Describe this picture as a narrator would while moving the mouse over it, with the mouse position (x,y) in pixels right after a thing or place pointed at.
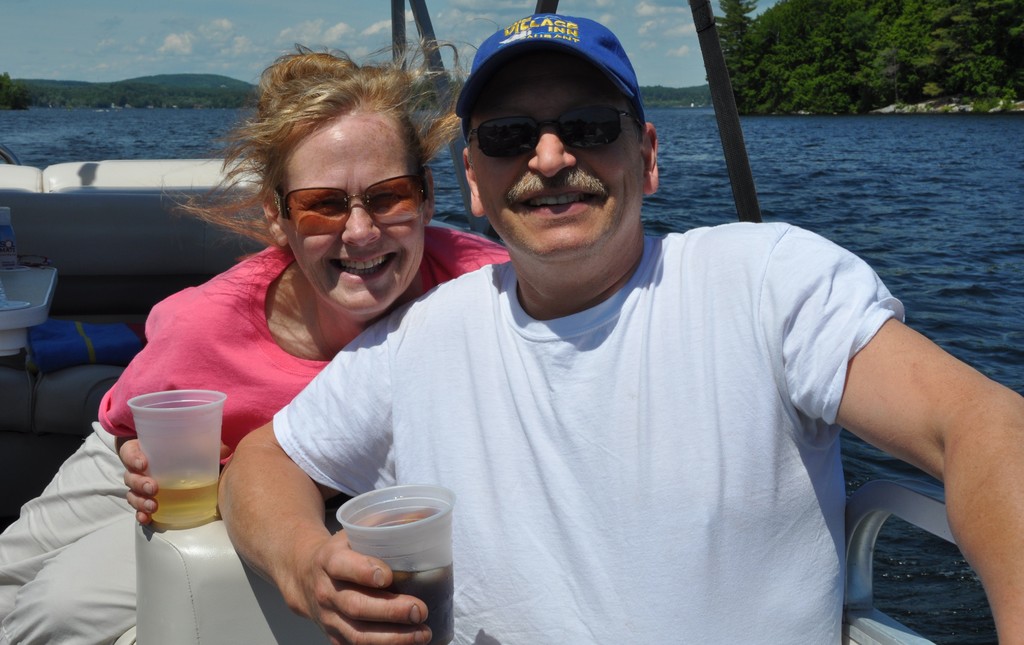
In this image I can see a man (504,404) and a woman (292,321) are holding glasses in their hands (326,540). These people (492,183) are wearing shades (568,130) and sitting on a boat (467,222). In the background (677,151) I can see water (705,154), trees (826,54) and the sky (260,14).
